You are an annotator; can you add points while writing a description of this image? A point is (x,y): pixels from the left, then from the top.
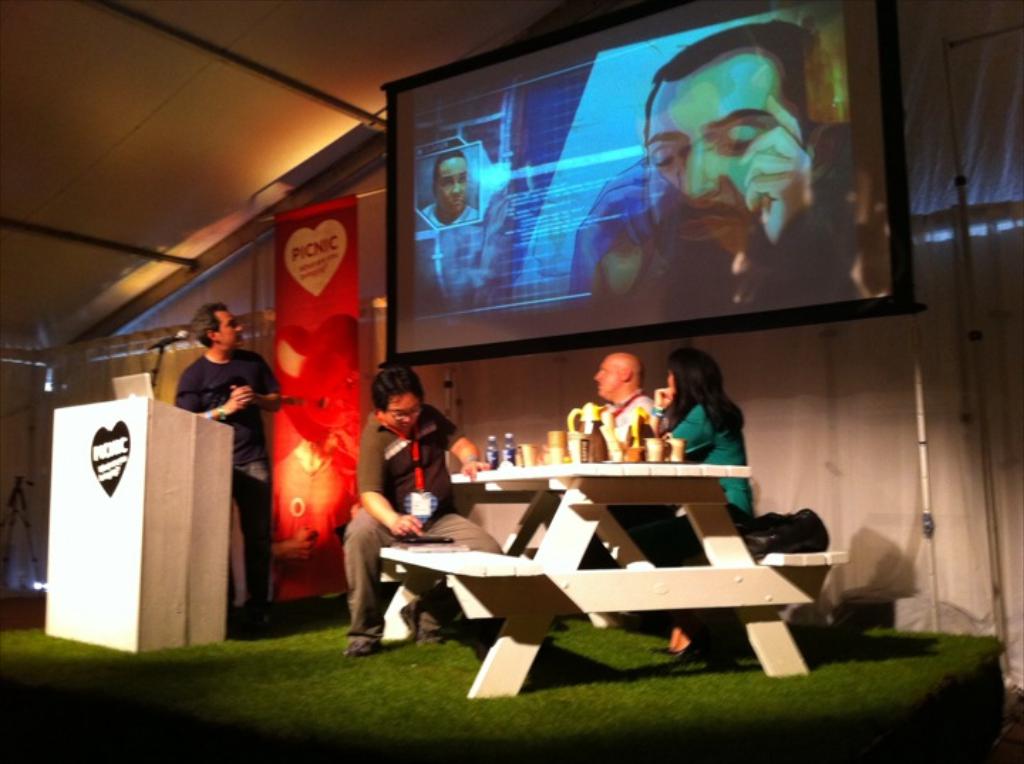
In this picture we can see three are sitting on the bench (780,597). This is table (636,495). On the table (601,502) there are glasses (547,461), and bottles (492,459). Here we can see a man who is standing on the floor (328,662). This is mike (149,349). And on the background (861,275) we can see a screen (756,196) and this is wall (915,459).
